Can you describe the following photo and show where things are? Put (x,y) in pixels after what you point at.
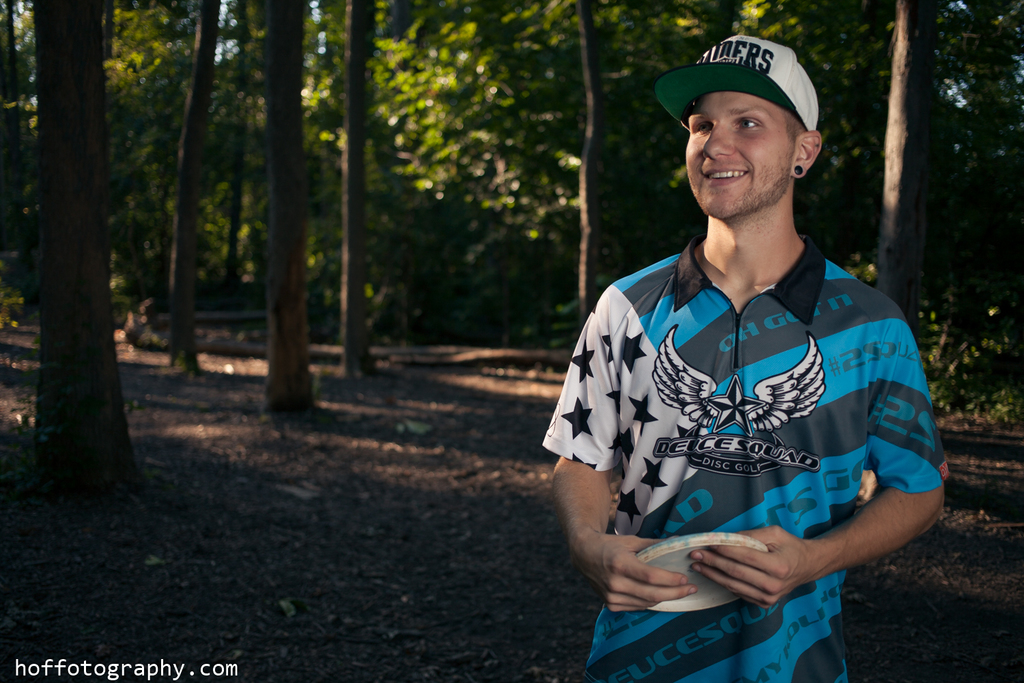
In the foreground of the image (766,522) there is a person (726,514) wearing a cap (681,74). In the background of the image (424,147) there are trees (268,95). At the bottom of the image (346,624) there is soil (339,654) and text (88,666).
